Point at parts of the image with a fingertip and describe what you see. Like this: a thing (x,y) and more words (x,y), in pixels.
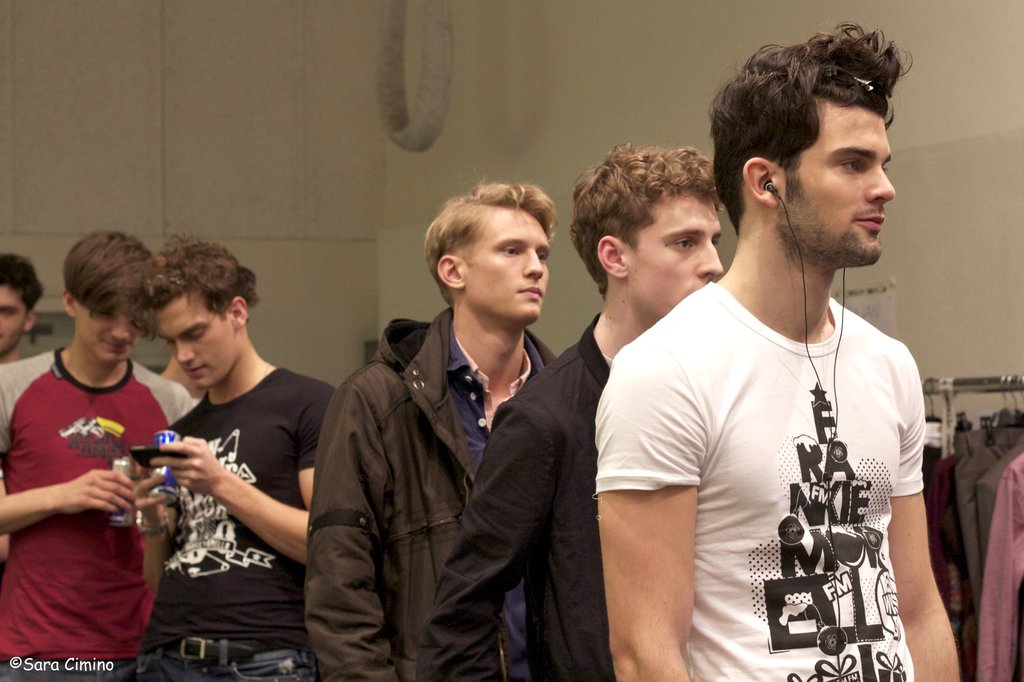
This image consists of six persons (781,492). In the front (781,516), the man (771,467) wearing white T-shirt (758,464) is standing. On the right (975,497), there are clothes (1018,465) hanged to a rod (931,388). In the background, there is a wall (16,175).
